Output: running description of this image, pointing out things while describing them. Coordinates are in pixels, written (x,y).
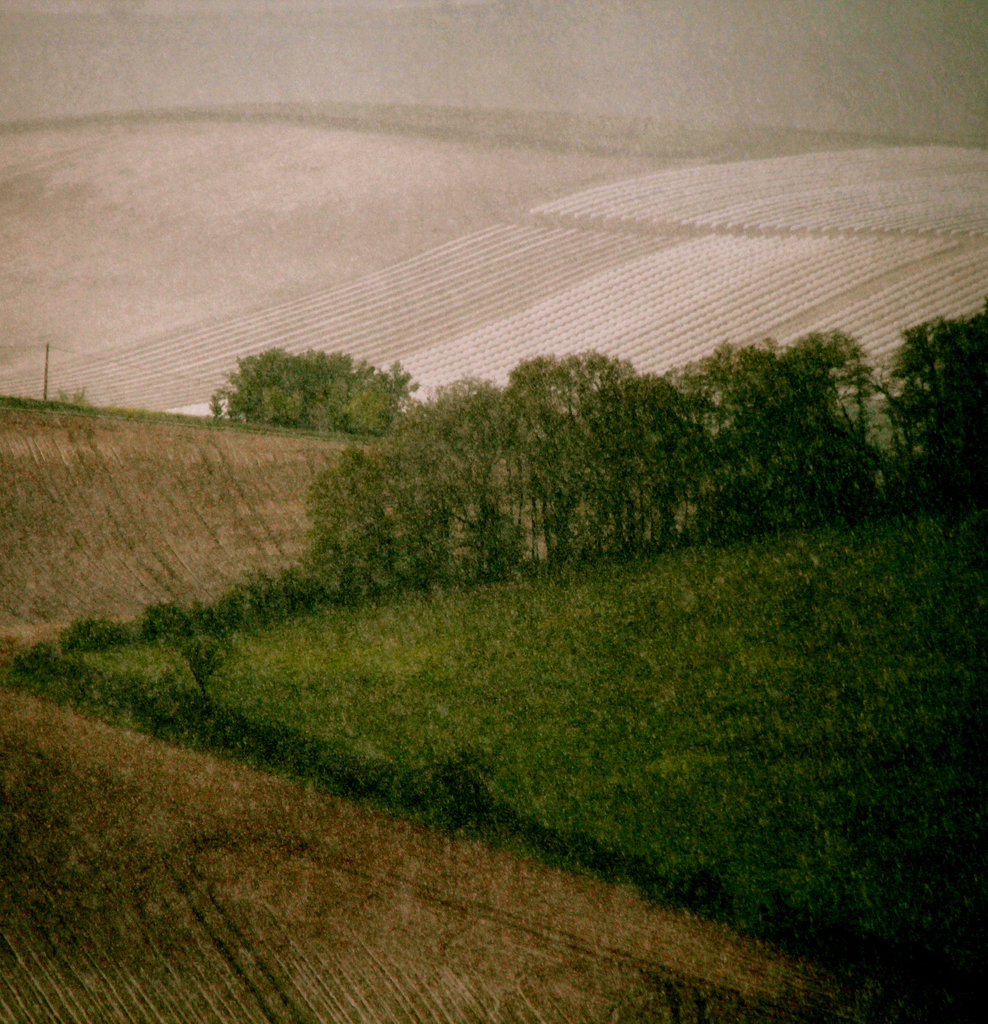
In the image we can see some trees (765,412) and grass (951,816).
